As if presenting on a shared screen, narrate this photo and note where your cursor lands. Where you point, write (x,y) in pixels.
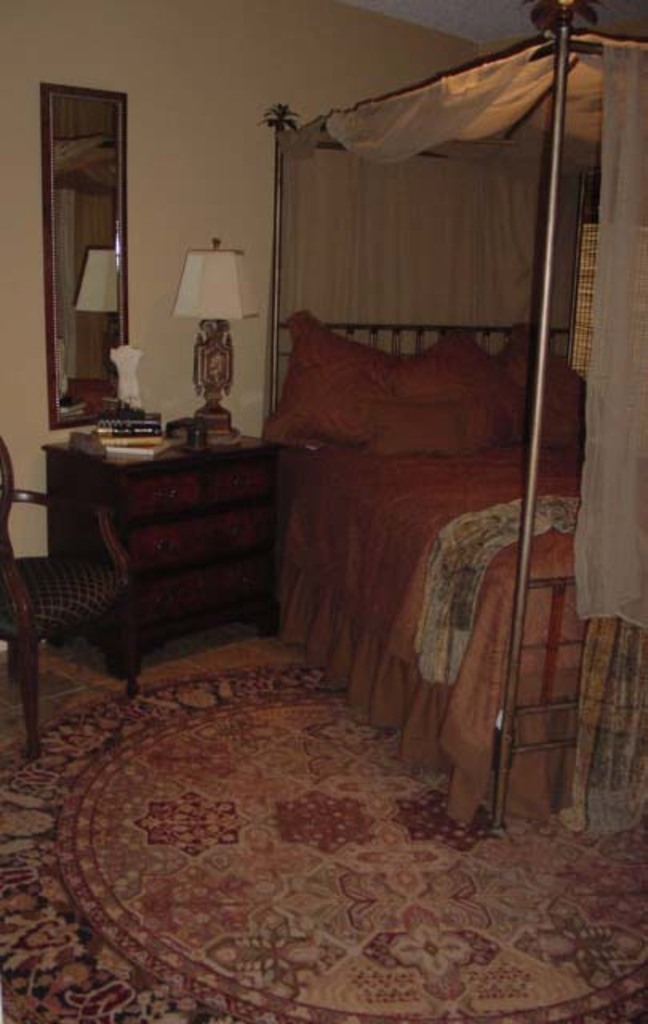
In this Image I see a bed (303,505), a drawer (60,523) on which there are few things (111,424) and a lamp (214,242), a mirror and a chair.
